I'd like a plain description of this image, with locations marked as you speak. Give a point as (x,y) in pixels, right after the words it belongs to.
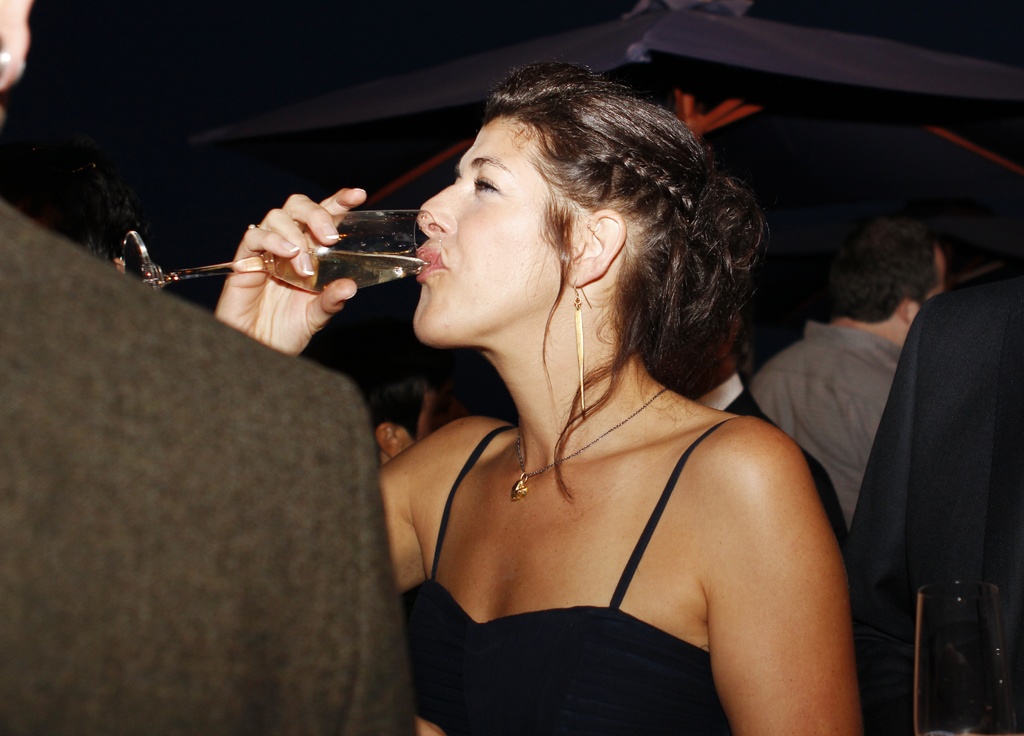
In this image there are few people (510,341) in which one of them is holding a glass (393,267) and drinking some drink (379,271), there is a tent (748,21).
